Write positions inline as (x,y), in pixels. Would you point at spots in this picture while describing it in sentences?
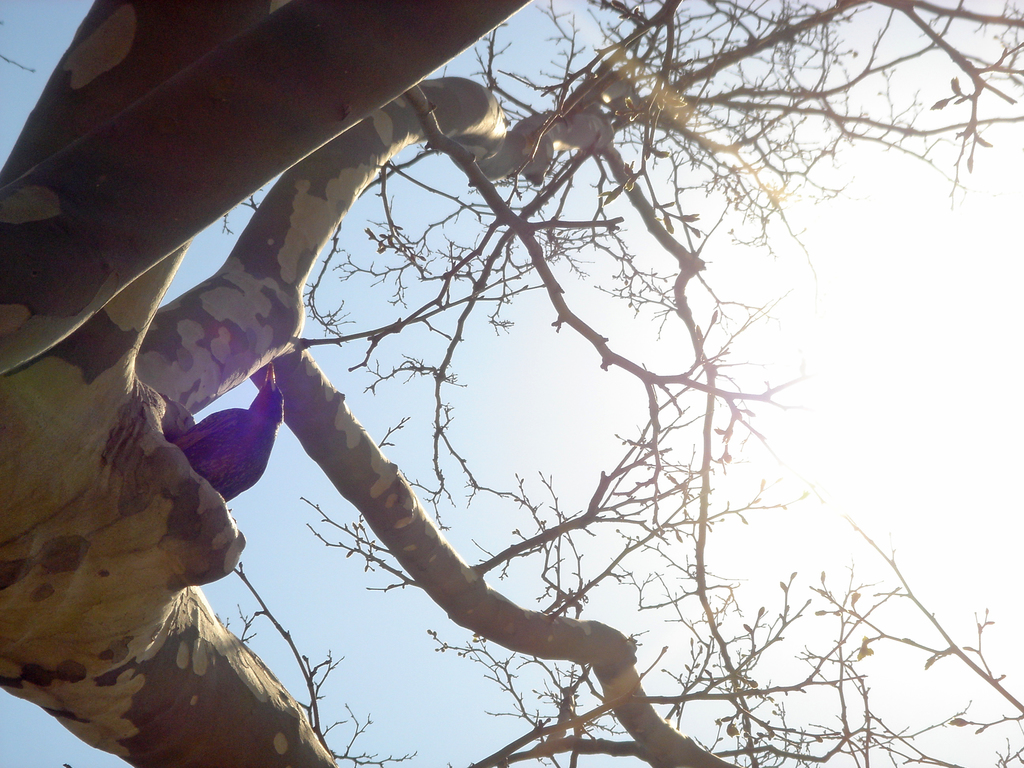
In this image we can see a bird (221,466) is in the hole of a tree trunk (159,518). In the background (606,294), we can see the sky (835,357) with sunlight (823,353).
